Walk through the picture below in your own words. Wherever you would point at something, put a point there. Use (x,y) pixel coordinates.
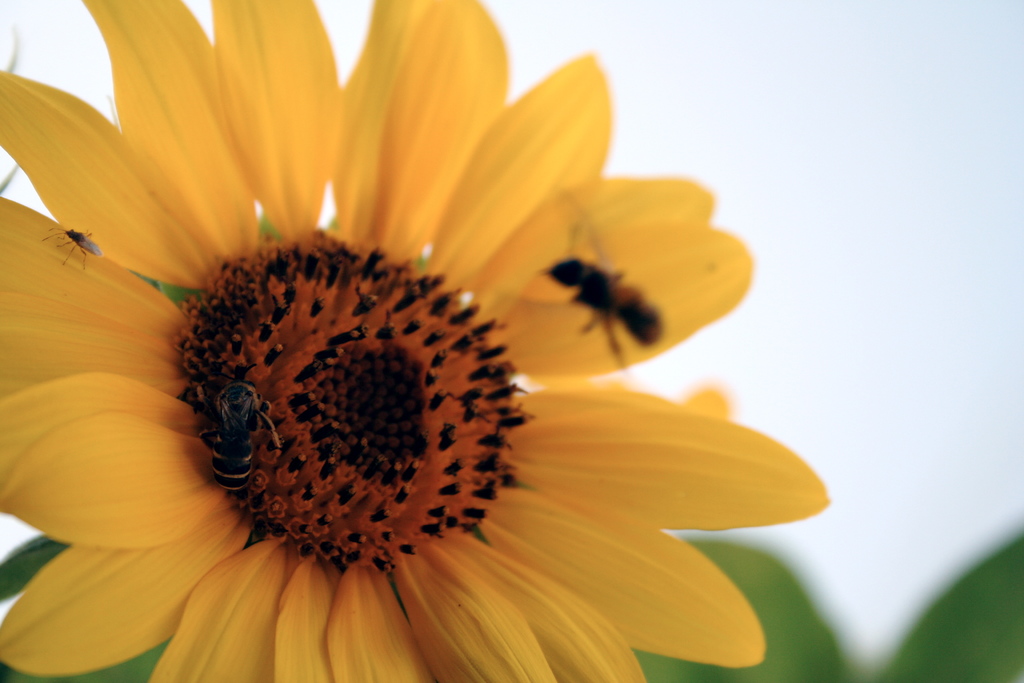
In this picture I can see a flower (292,330) and I can see few honey bees (227,421) on the flower (384,333) and I can see leaves (697,674) and a cloudy sky (770,178).
